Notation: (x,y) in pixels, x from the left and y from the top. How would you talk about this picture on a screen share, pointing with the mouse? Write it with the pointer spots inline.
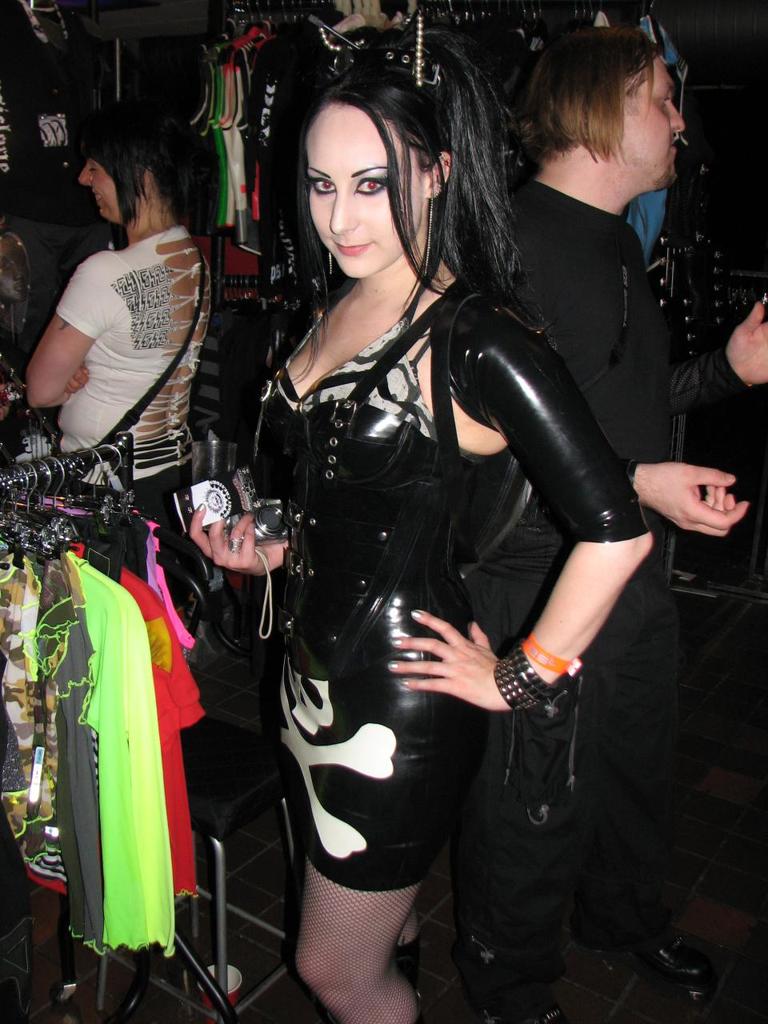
In this image there is a woman (294,552) standing and holding a camera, and there are clothes (15,573) hanged to the clothes hangers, people (488,573) standing.
